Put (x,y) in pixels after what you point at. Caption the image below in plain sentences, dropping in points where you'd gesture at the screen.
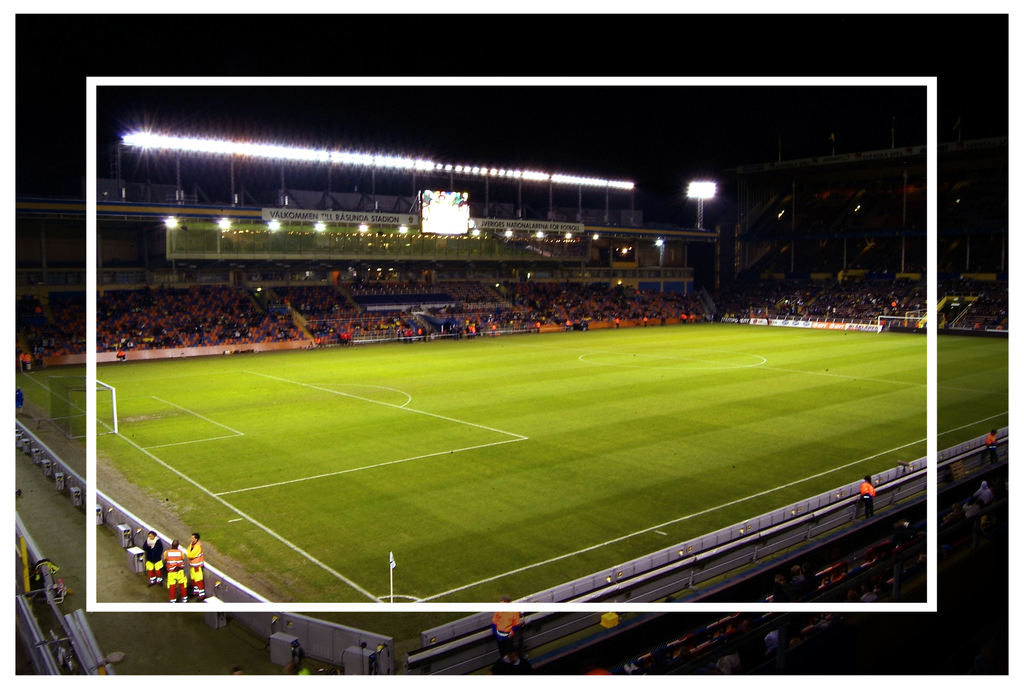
In this image I can see a stadium (843,260) and spectators (160,329) on different floors (898,274), lights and a screen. This is an edited image with a frame (90,605).
